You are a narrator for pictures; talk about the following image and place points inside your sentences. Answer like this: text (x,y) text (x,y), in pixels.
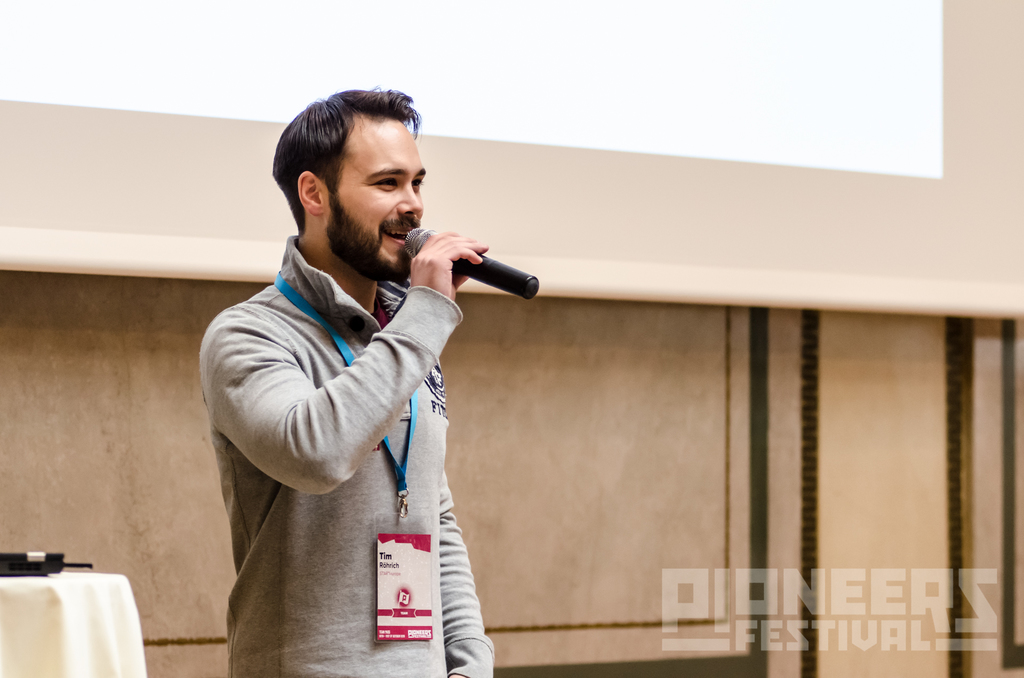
In this picture man (351,411) is standing in the center (411,294) and is holding a mic (488,279) in his hand (450,249) and is speaking as his mouth (403,236) is open. In the background (666,385) there is a wall (649,460), table (133,598) which is covered with white colour cloth (77,645).
